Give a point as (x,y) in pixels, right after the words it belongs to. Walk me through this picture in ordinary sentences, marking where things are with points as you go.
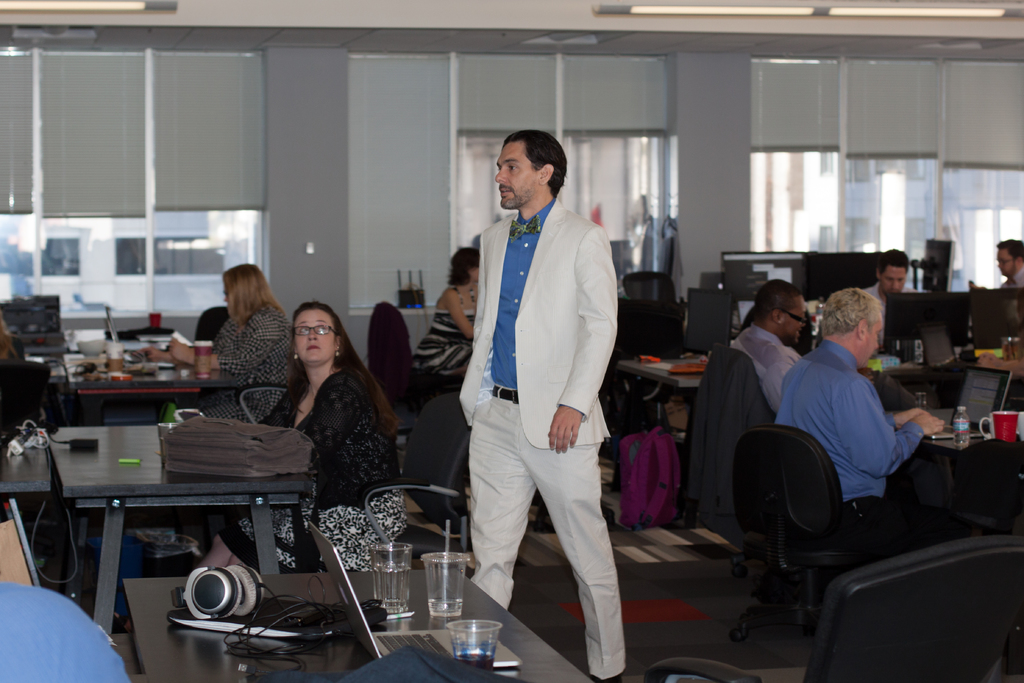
A room (806,101) which has some tables (157,443) and chairs (773,434) where people (824,362) are sitting and the person (591,287) with white suit (595,375) is standing in the center of the room (551,530).
